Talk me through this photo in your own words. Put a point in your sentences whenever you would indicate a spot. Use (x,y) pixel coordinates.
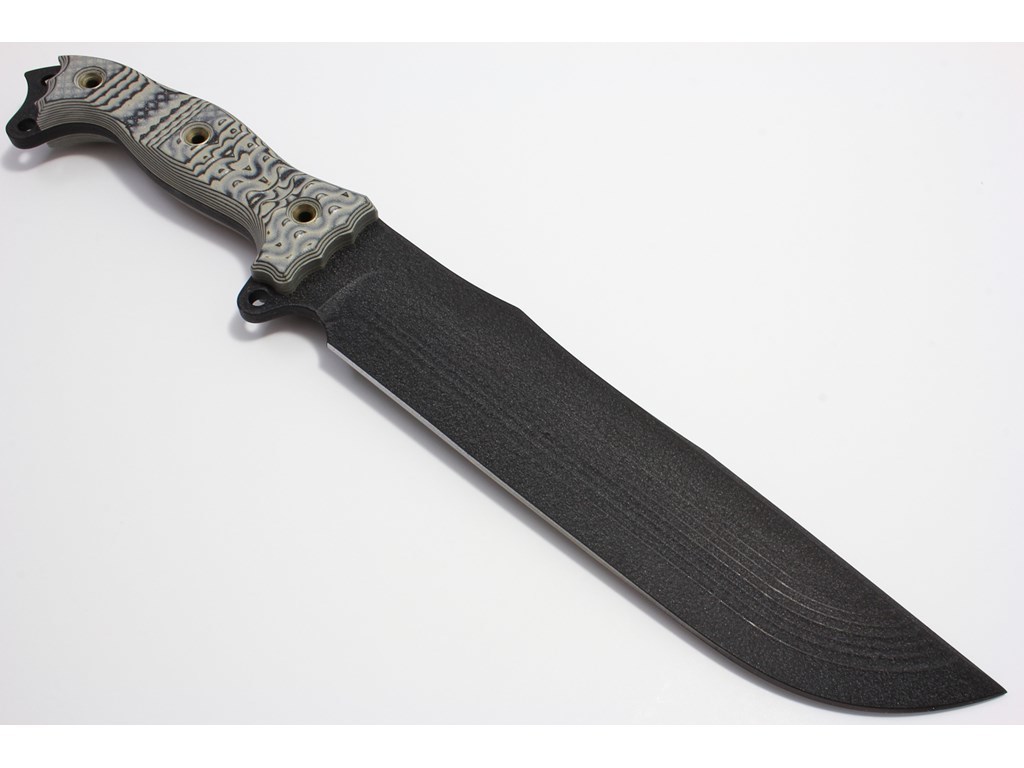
In the center of the image (679,448) there is a knife (937,693).
